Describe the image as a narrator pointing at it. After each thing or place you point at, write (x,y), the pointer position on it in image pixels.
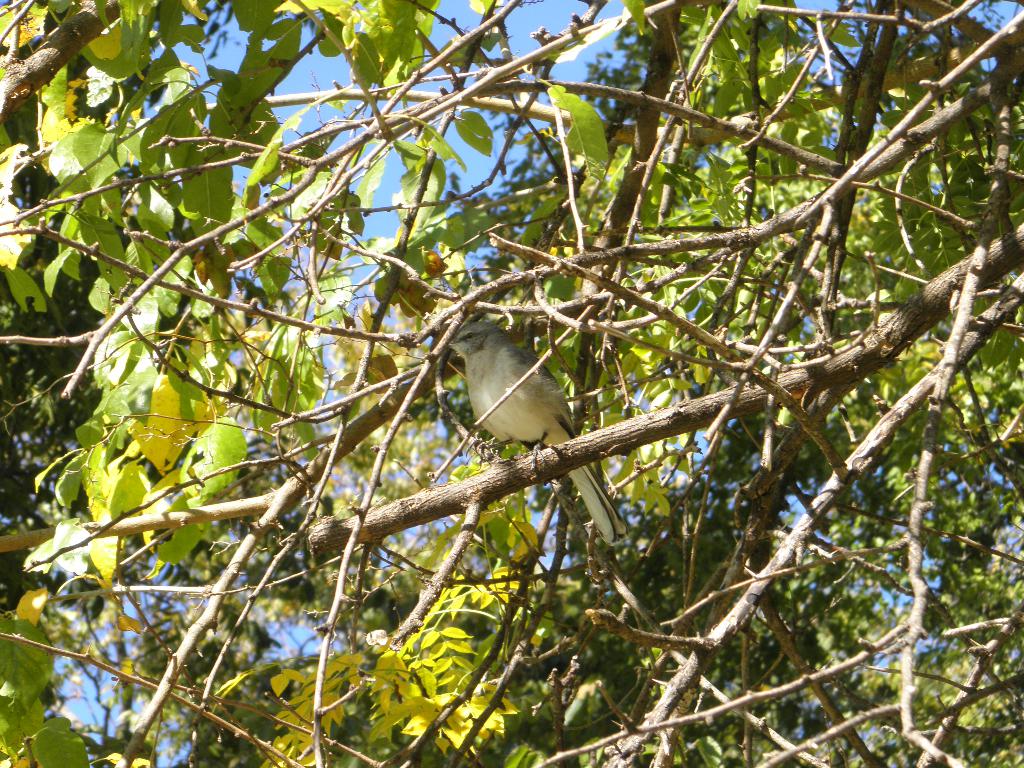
In this image I can see the bird (545,378) on the tree (497,473), the bird (527,349) is in gray and white color and the trees (598,335) are in green color. In the background (489,123) the sky (472,177) is in blue color.
